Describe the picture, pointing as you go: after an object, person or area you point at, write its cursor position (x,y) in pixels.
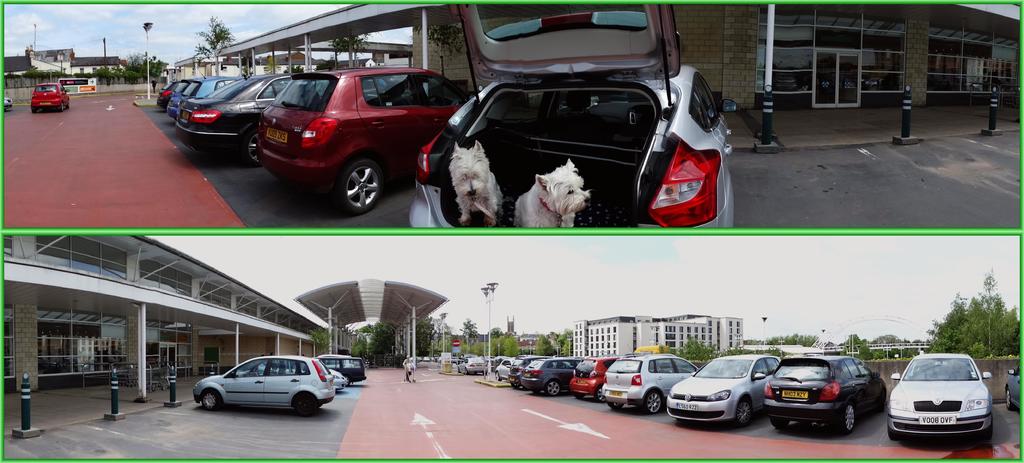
This is a collage. On the top (377,129) image there are cars (385,113) parked. Inside the trunk (523,138) of a car (507,158) there are two dogs (562,179). Back of that there is a building (761,38) with windows (787,45) and pillars (422,42). In the background (109,63) there are trees (137,71), sky (123,42), poles (104,63) and buildings (105,57). And on the down image there are vehicles (786,380) parked. On the left side (155,328) there is a building (176,327) with windows (123,336), pillars (143,333). Near to that there are poles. Also there is a shed (351,305) with pillars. In the background (542,343) there are buildings (665,331), trees (502,351), street light poles (487,290). Also there is sky (676,293).
